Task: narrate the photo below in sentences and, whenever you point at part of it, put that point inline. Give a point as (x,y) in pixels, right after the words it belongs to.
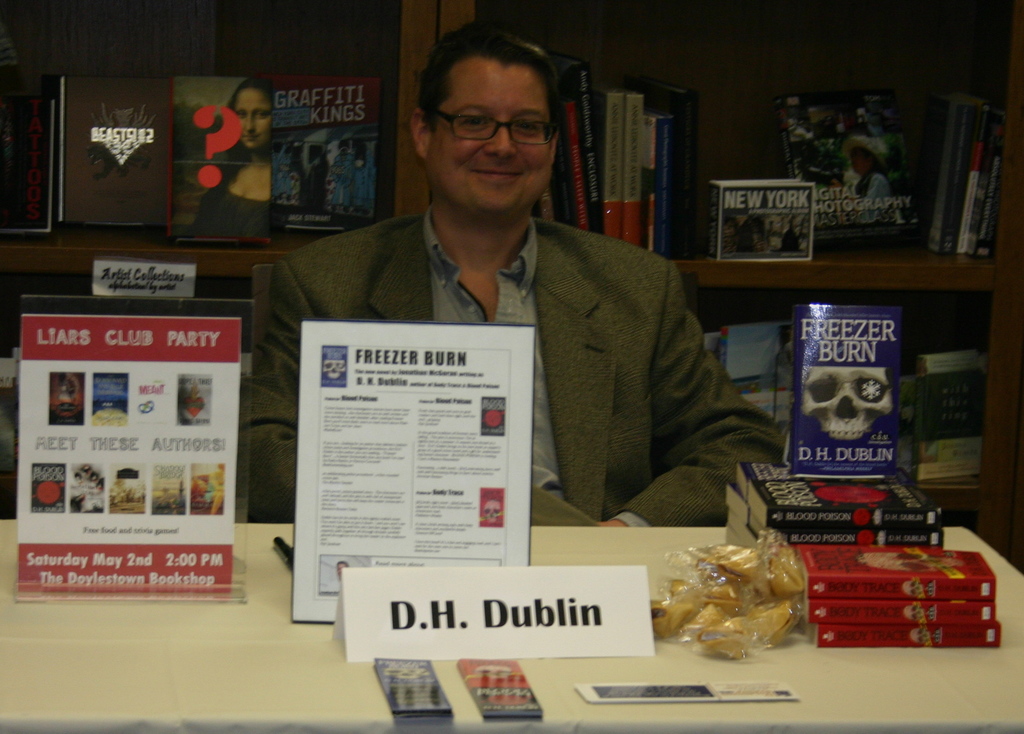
In this picture we can see a man (351,299) in the blazer (572,352). In front of the man (612,472), there is a table (636,665) and on the table (636,665), there are books (820,481), a name plate (433,623), boards (420,357) and some objects (701,594). Behind the man (542,482), there are books (128,178) in the shelves (764,299).
